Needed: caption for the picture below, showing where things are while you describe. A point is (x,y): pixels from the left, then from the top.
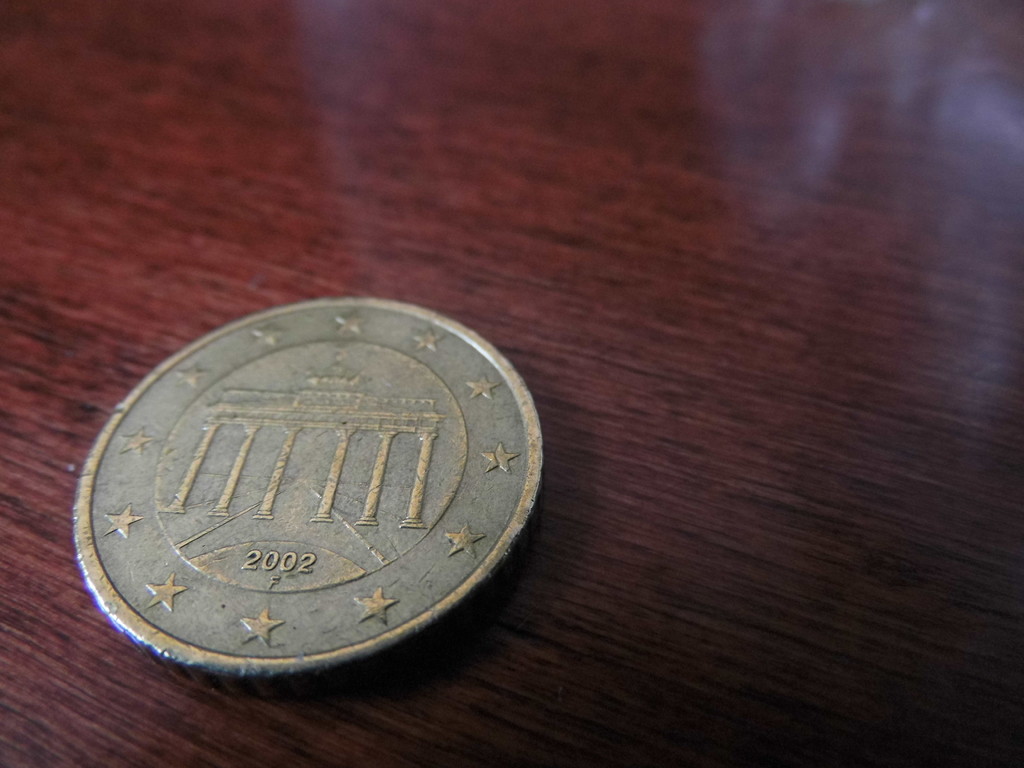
In this image we can see a coin (307,553) placed on the table (657,603).
